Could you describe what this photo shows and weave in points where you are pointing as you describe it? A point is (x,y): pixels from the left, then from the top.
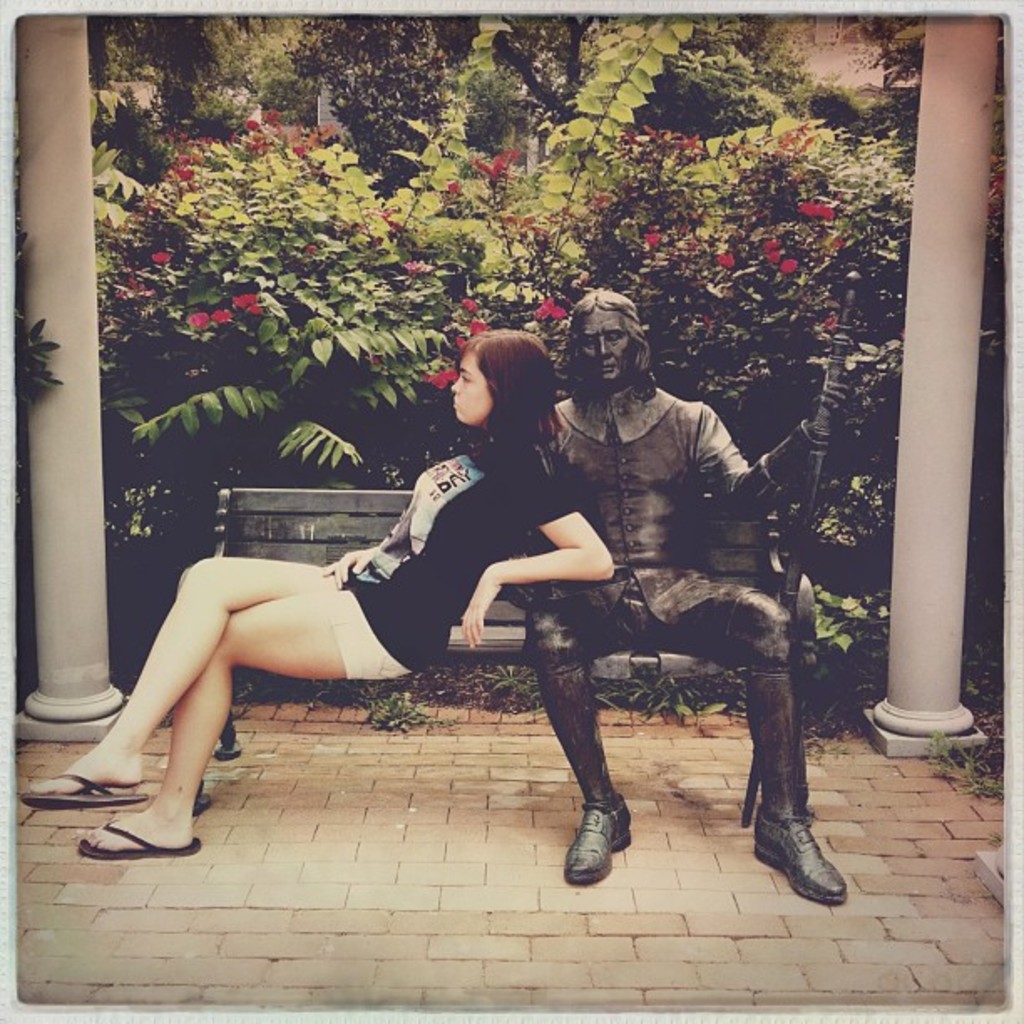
There is a woman (537,441) in black color t-shirt (530,505), sitting on a bench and leaning on a person's statue (735,612) which is sitting on the bench (725,561) and is holding a stick (791,573). On both sides of them, there is a white color pillar (960,237). In the background (814,284), there are plants (213,268), some of them are having flowers (807,208), there are trees (149,65) and there is grass (532,680).
